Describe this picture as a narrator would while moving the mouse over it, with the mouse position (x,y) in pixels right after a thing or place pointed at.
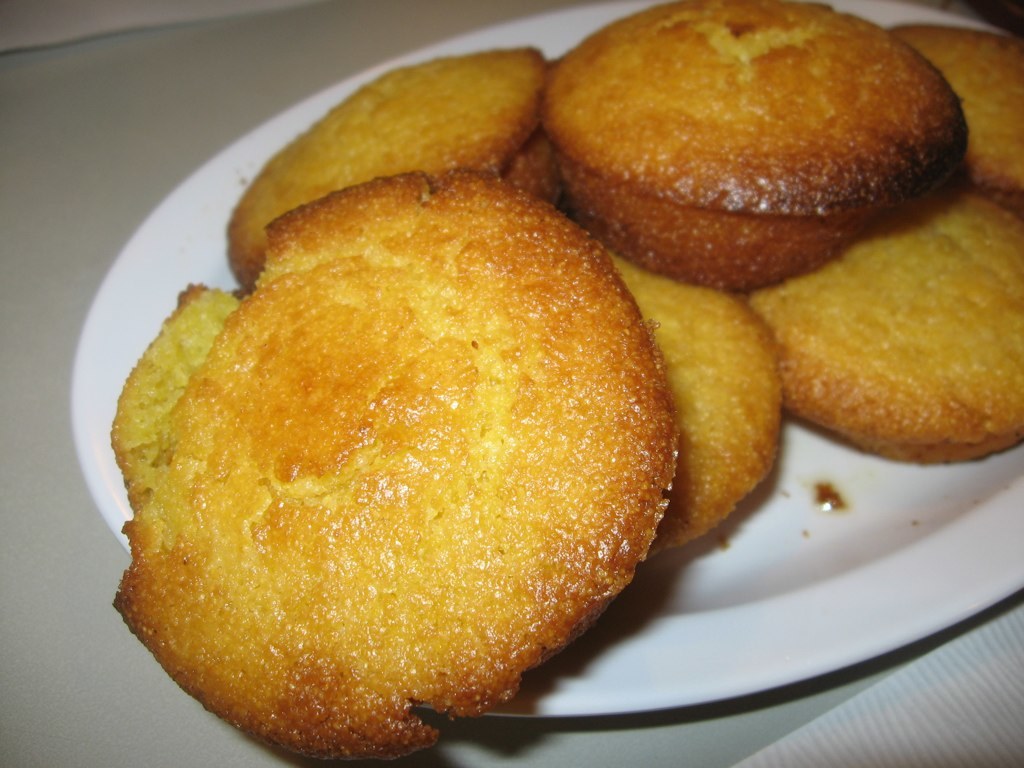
In this image we can see a plate (817,520) of food items (1020,58) placed on the table (191,709).
